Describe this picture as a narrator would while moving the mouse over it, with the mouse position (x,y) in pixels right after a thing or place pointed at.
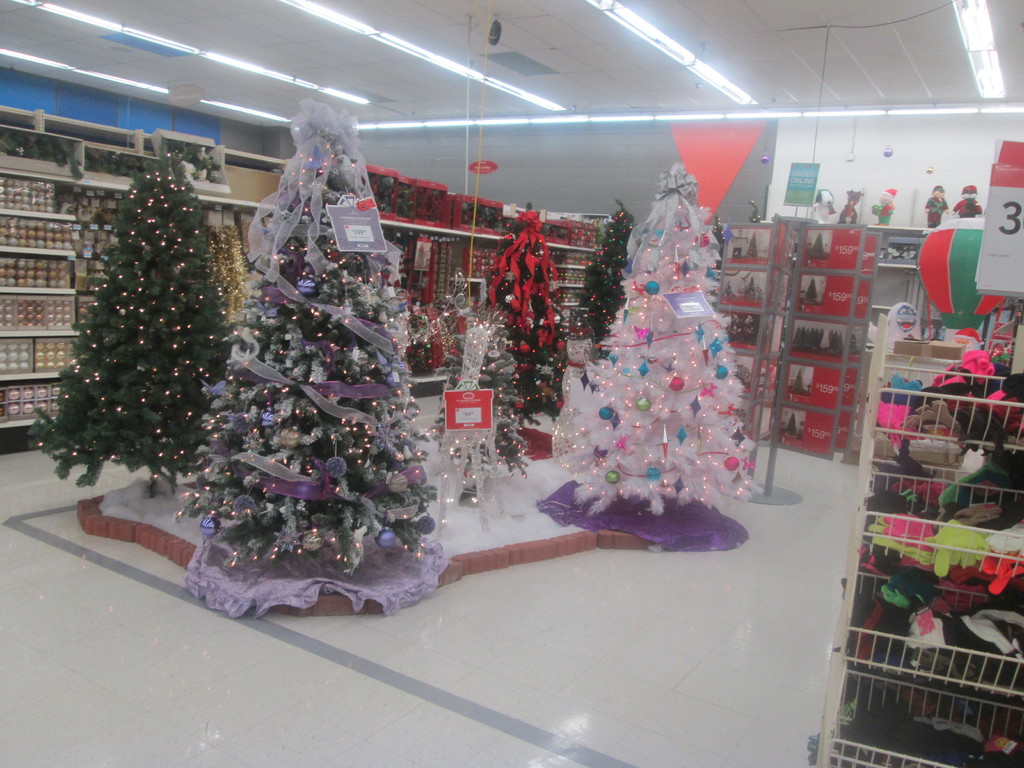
In this image there are Christmas trees (259,471) visible on the floor (218,619), in which there are decorative items (271,385) and lighting (171,223) visible, on the right side (969,574) there is a rack (966,482), on which there are some clothes (966,371), at the top (769,62) there is a roof (316,56), on which there are some lights (598,3) visible, in the middle (557,265) there are some racks (71,266) in which there are some Christmas decorations (36,274) visible, on top of the rack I can see some dolls (930,216) on the right side (874,205).
